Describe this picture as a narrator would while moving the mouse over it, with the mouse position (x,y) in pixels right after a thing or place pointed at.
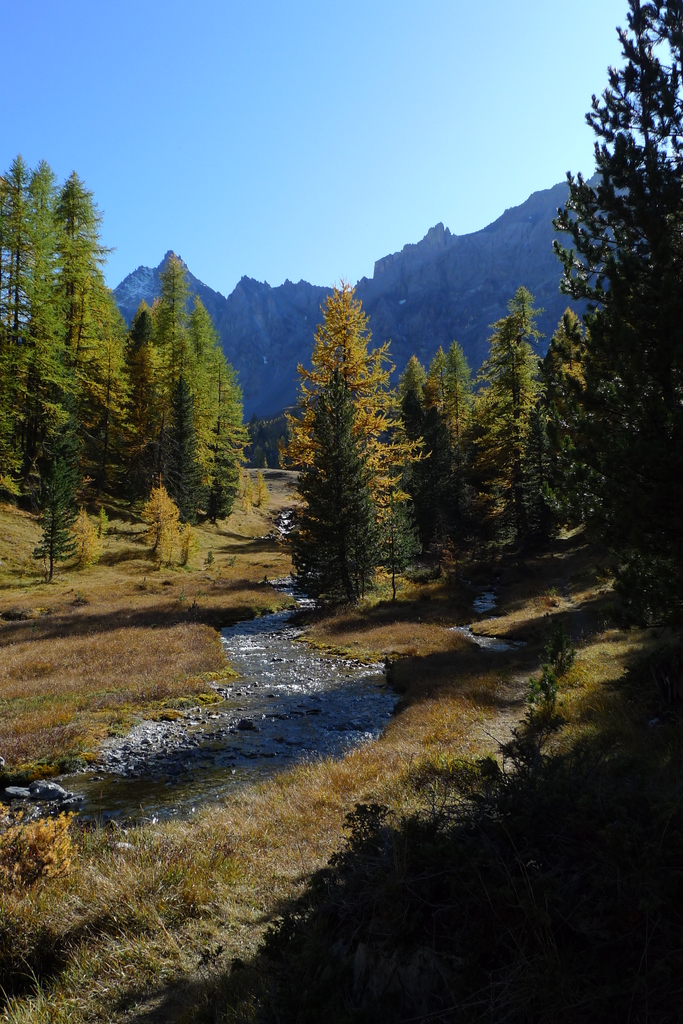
This picture is clicked outside. In the foreground (126,805) we can see the plants (404,906), grass (14,665) and a water body (287,712). In the center (365,490) we can see the trees (300,421). In the background (284,104) we can see the sky (535,186), rocks (288,308) and some other objects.
